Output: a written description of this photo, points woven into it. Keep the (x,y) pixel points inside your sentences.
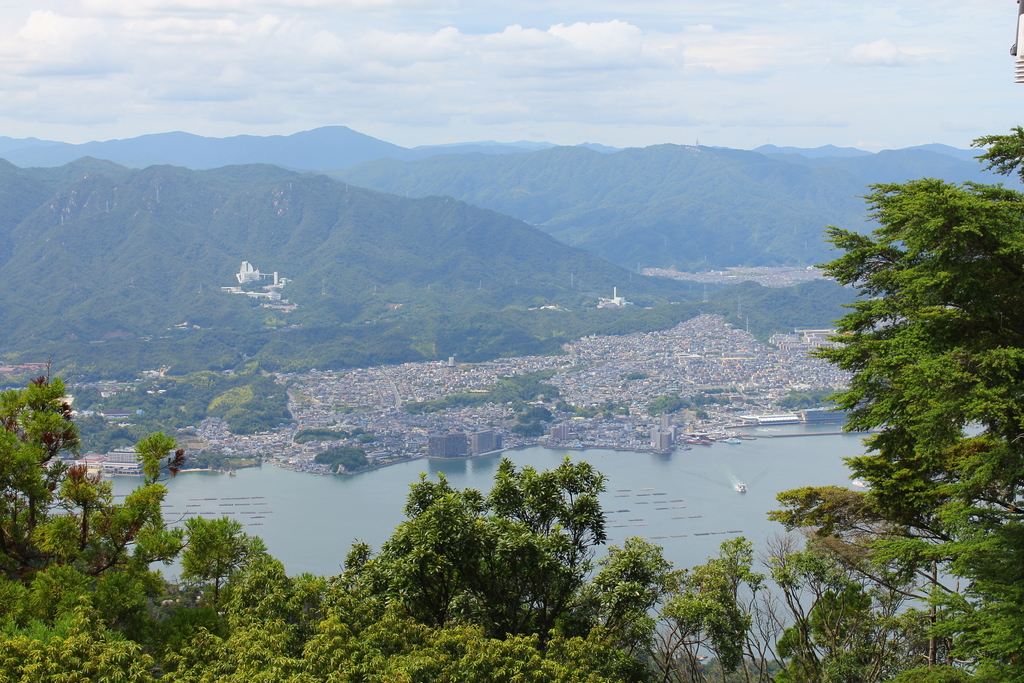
In this image, we can see trees (472,291), buildings (596,364), hills (504,284) and there are some boats (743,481) on the water (658,483). At the top (359,69), there are clouds (431,80) in the sky (453,87).
